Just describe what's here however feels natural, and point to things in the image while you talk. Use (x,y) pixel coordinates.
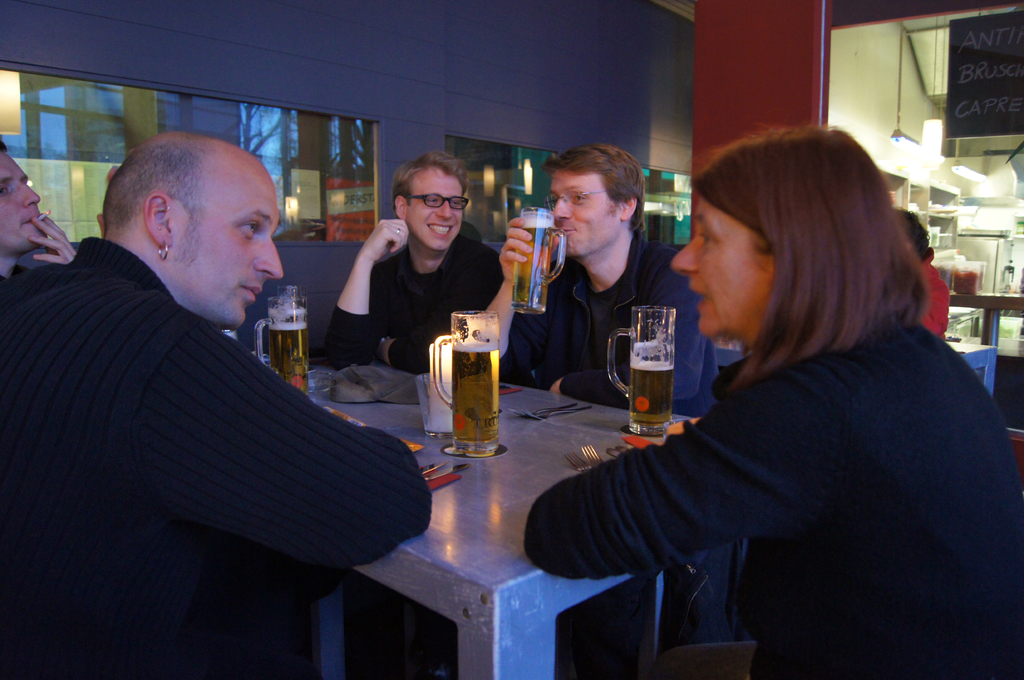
This is a picture taken in a room (362,370), there are a group of people (835,409) sitting on chairs (739,678) and a man (556,346) in black jacket (558,339) was holding a glass (532,268). In front of these people (898,264) there is a table (477,516) on the table (475,530) there are forks (577,463), glasses (462,392), candle (432,403) and a cap (393,390). Behind the people (308,414) there is a glass window (342,177) and a wall (535,98). To the right side of these people (753,336) there is a board (965,127).
